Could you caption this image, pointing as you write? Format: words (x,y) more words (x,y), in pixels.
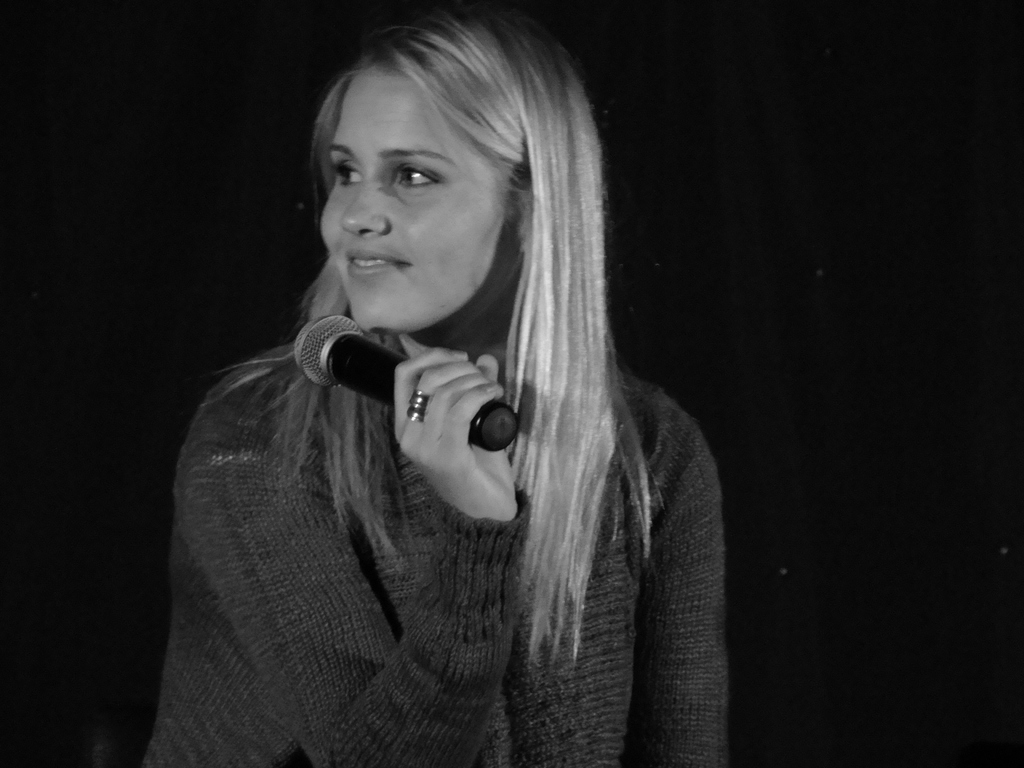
It is the black and white image of a girl (485,353) who is holding the mic (366,364).
